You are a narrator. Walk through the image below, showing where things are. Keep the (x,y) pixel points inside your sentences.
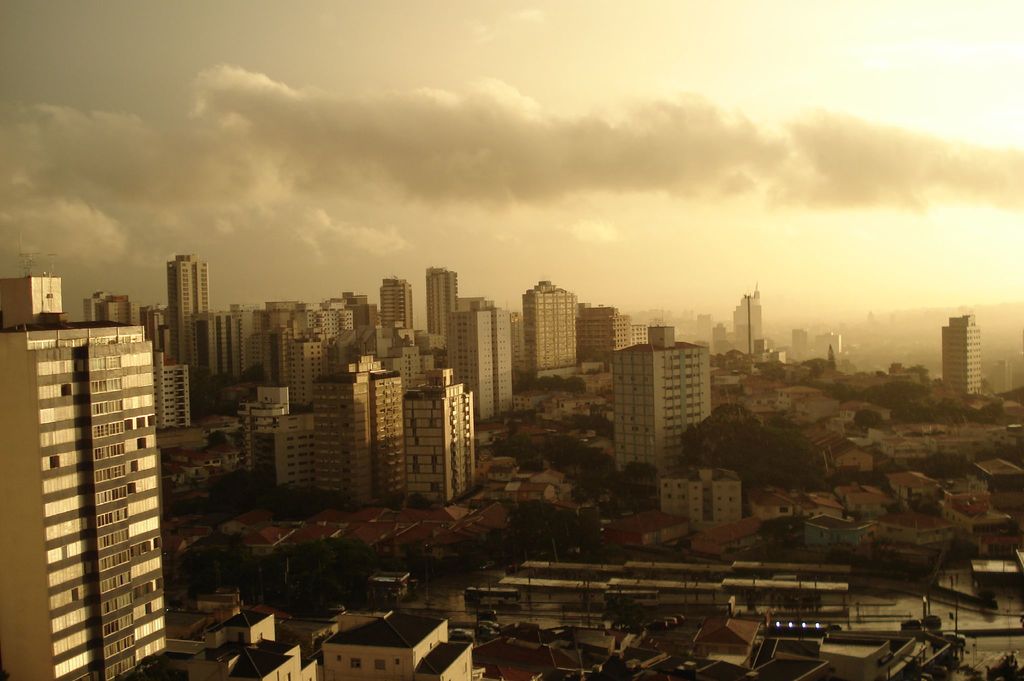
The picture is aerial view of a city (415,392). In this picture there are buildings (675,400), skyscrapers (614,403), trees (895,398), lights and many other objects (940,635). Sky (318,231) is partially cloudy.
